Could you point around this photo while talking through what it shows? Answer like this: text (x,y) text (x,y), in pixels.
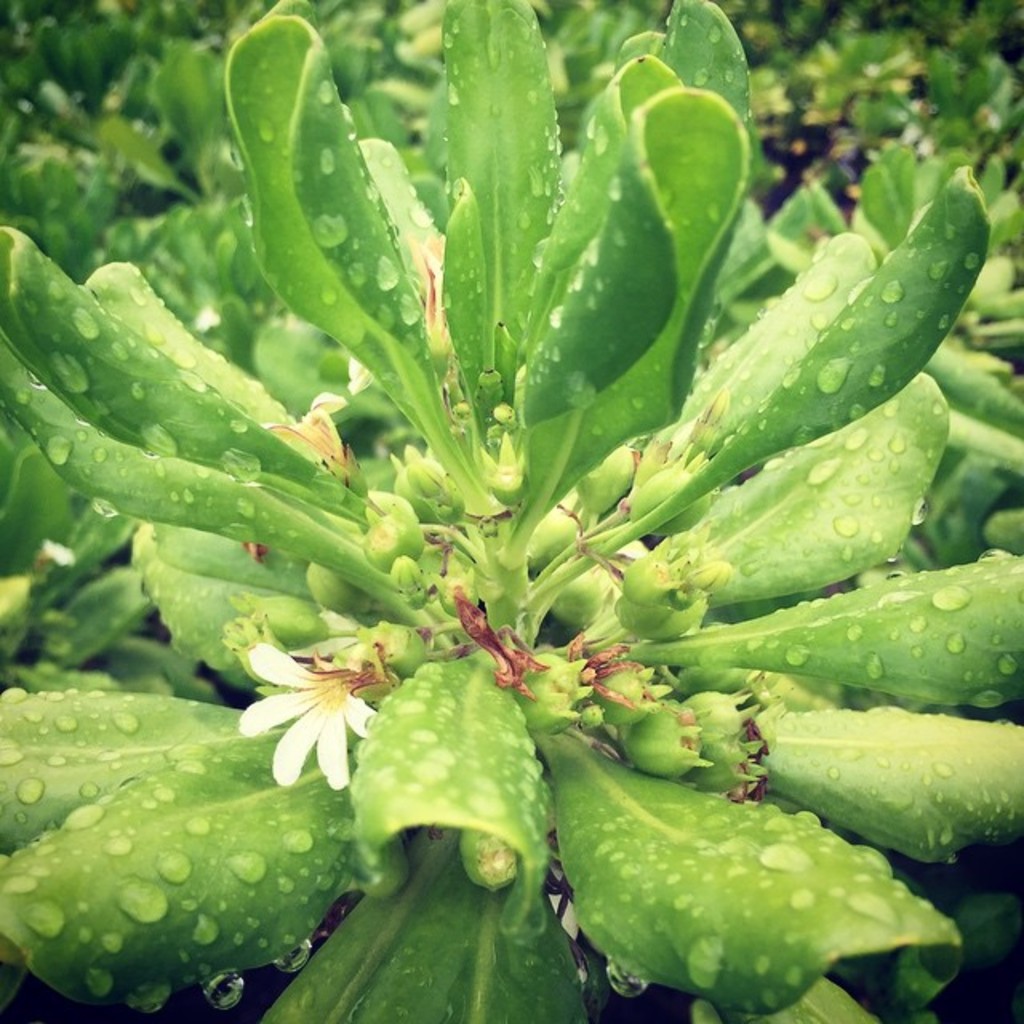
In this image, we can see a green color plant (73,395), there is a small white color flower (311,729) on the plant (292,852).
